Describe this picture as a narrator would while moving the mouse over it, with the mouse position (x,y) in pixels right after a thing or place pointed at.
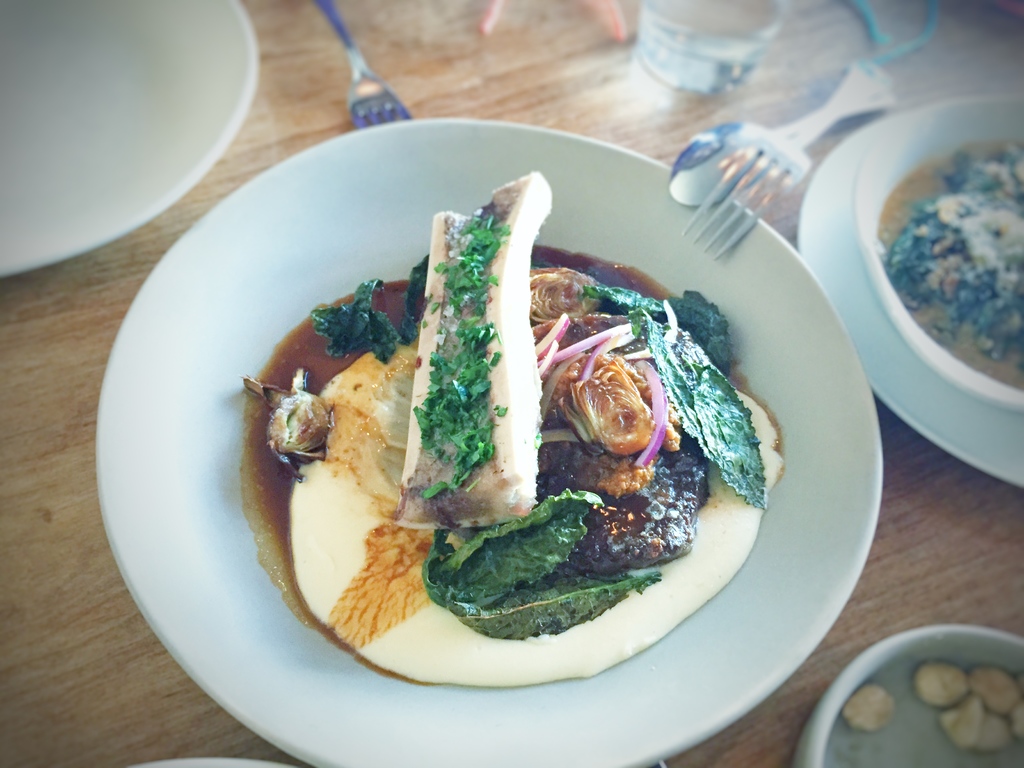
The picture consists of a table (929,601), on the table (1005,492) there are plates (855,467), bowls (978,260), spoons (673,182), glass (665,52) and other objects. In the plates (817,465) there are variety of dishes (601,547).
